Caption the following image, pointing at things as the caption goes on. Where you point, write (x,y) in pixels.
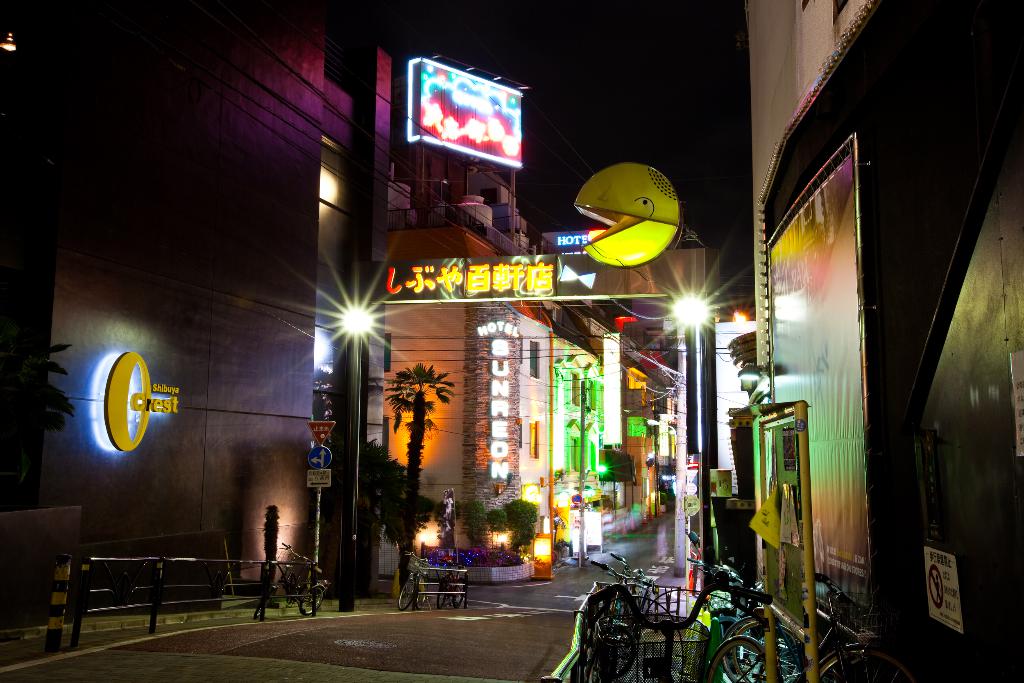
In this image I can see the road (393,621). to the side of the road (487,638) there is a railing (276,595) and the bicycles (591,634). I can also see some boards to the pole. To the side there are trees (519,521) and the buildings (442,453). I can also see the light poles (704,522) to the side. In the back (619,472) there are boards (607,404) to the building (456,239) and the sky (657,106).
